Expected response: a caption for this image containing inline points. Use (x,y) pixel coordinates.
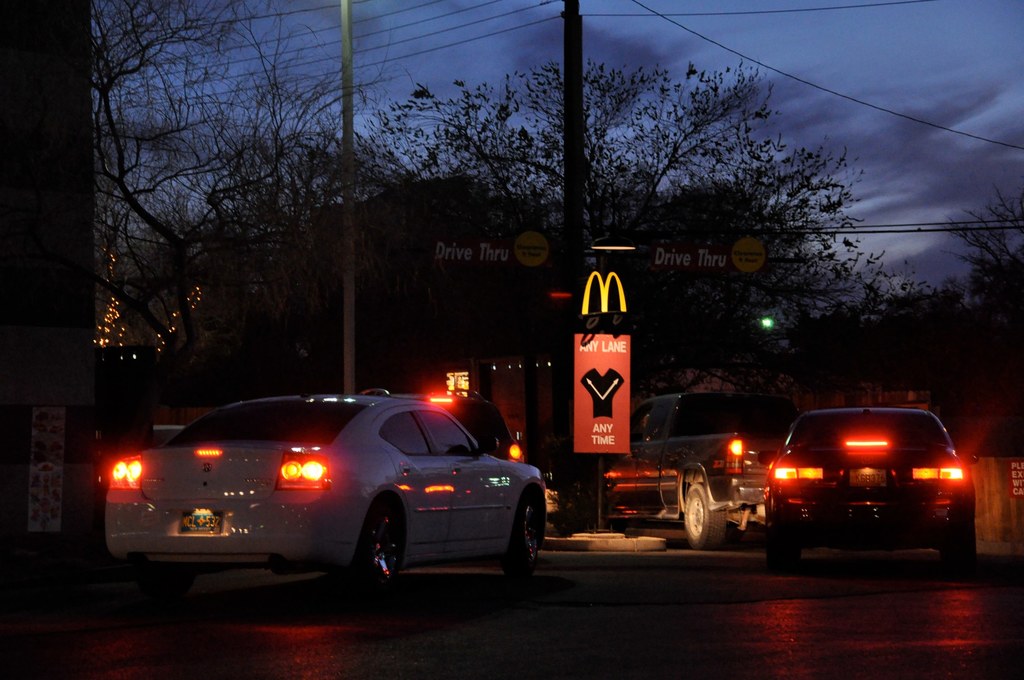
As we can see in the image there are trees (131,73), cars (803,530), banner (595,382) and on the top (970,143) there is a sky (444,42).
